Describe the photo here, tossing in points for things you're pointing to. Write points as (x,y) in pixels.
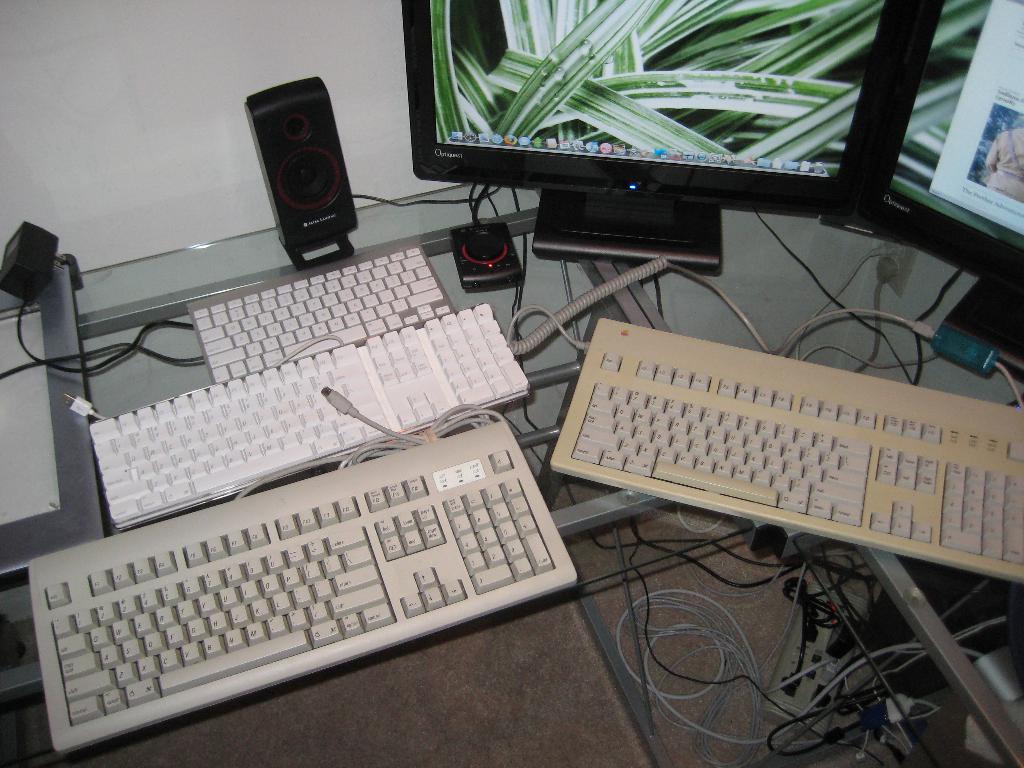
In this picture there is a table (442,242) at the bottom (737,521). On the table (546,289) there are keyboards (471,403), monitors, wires (538,339) and sound speakers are placed on the table (464,215). The table (702,529) is transparent so, we can see the wires (807,617) on the ground (848,754).
